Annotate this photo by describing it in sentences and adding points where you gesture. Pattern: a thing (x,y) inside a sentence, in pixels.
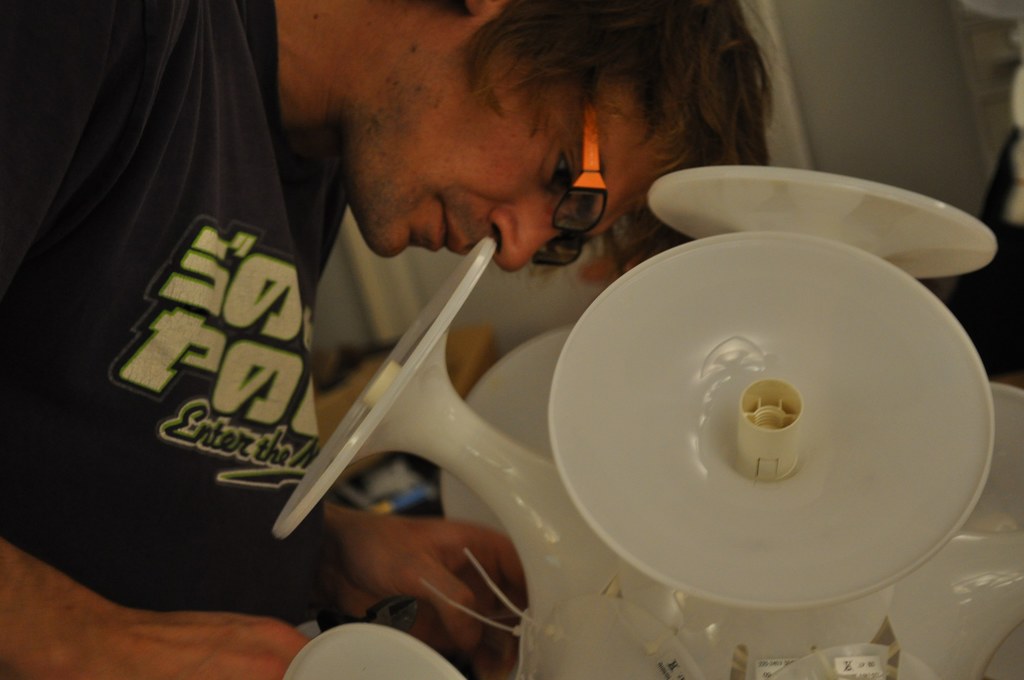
In this picture we can see a man (404,200) wore a spectacle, some objects (680,400) and in the background (886,74) we can see the wall (858,133).
